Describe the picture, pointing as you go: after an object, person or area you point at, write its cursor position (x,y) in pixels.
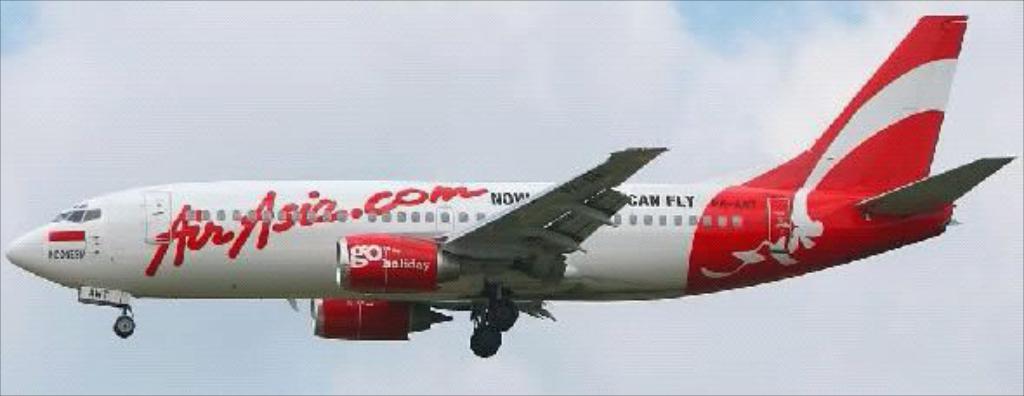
In this image we can see an aeroplane (327,287) flying in the air (746,374). In the background (100,168) we can see clouds (386,127) in the sky (392,177).
